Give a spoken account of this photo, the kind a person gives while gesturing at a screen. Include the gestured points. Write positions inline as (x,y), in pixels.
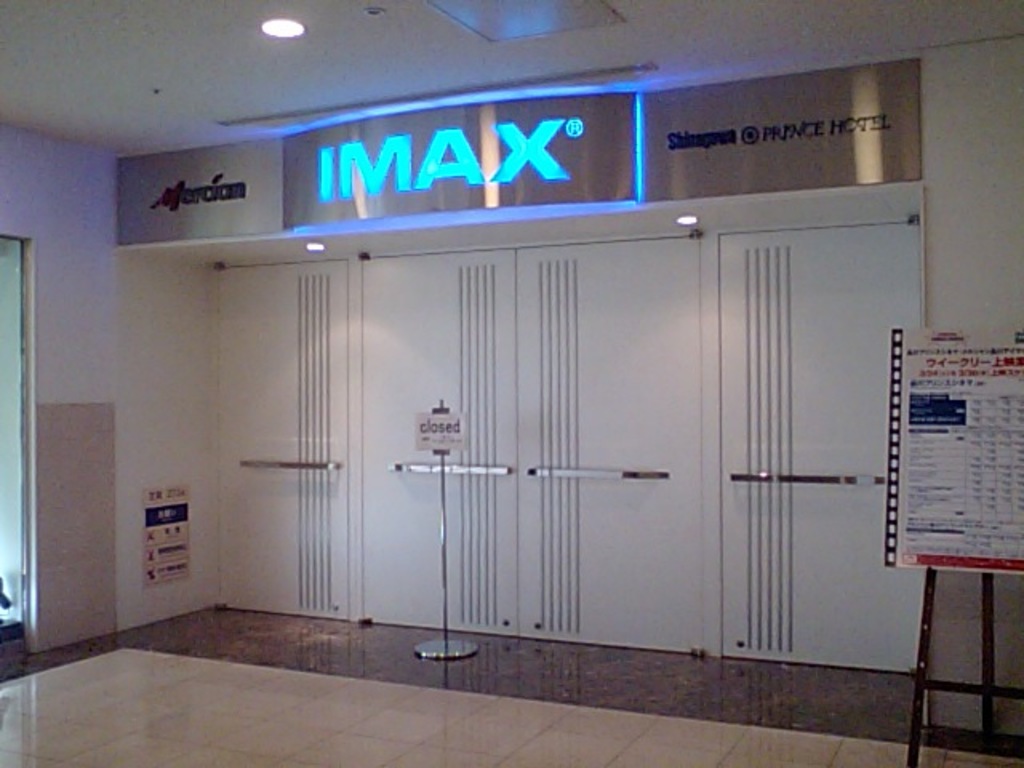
This picture is taken inside the room (405,534). In this image, on the right side (1006,537), we can see a board (924,551), on the board (898,446), we can see some text (914,424) written on it. On the left side (10,264), we can see a glass window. In the middle of the image (434,411), we can see a metal pole (453,657) and a board (441,427), on the board (441,427), we can see some text (441,427) written on it. At the top (316,255), we can see a roof (356,3) with few lights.
